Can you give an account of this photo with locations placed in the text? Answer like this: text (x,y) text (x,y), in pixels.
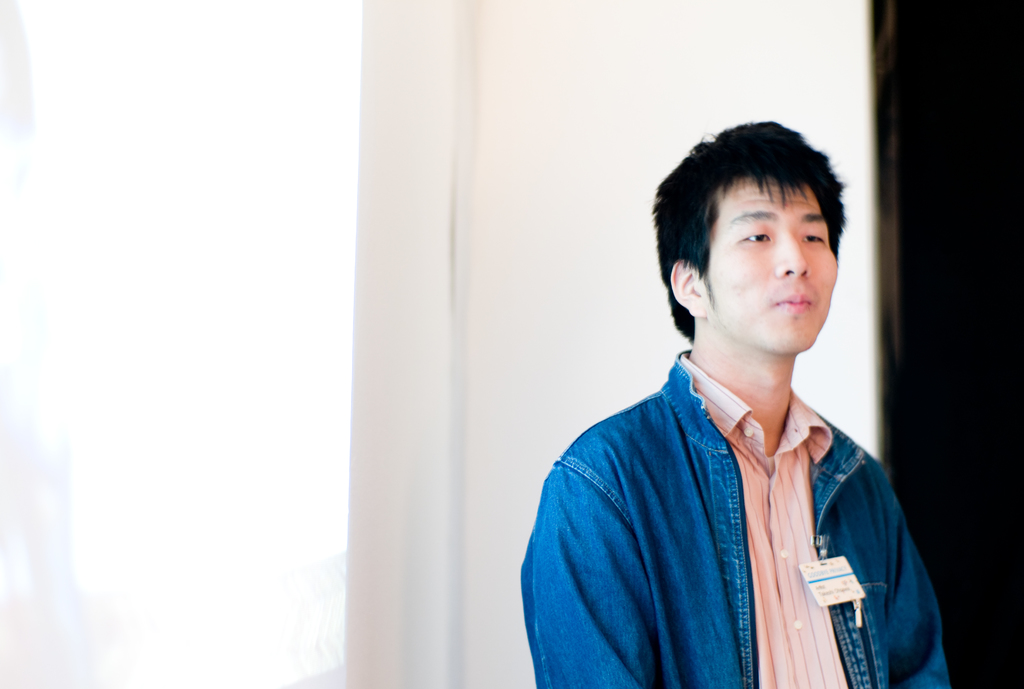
In this picture I can see a man (754,432) who is standing in front (790,500) and I see that he is wearing a jacket (673,533) and a shirt (775,534) and I see the white and black color background (1012,172).
